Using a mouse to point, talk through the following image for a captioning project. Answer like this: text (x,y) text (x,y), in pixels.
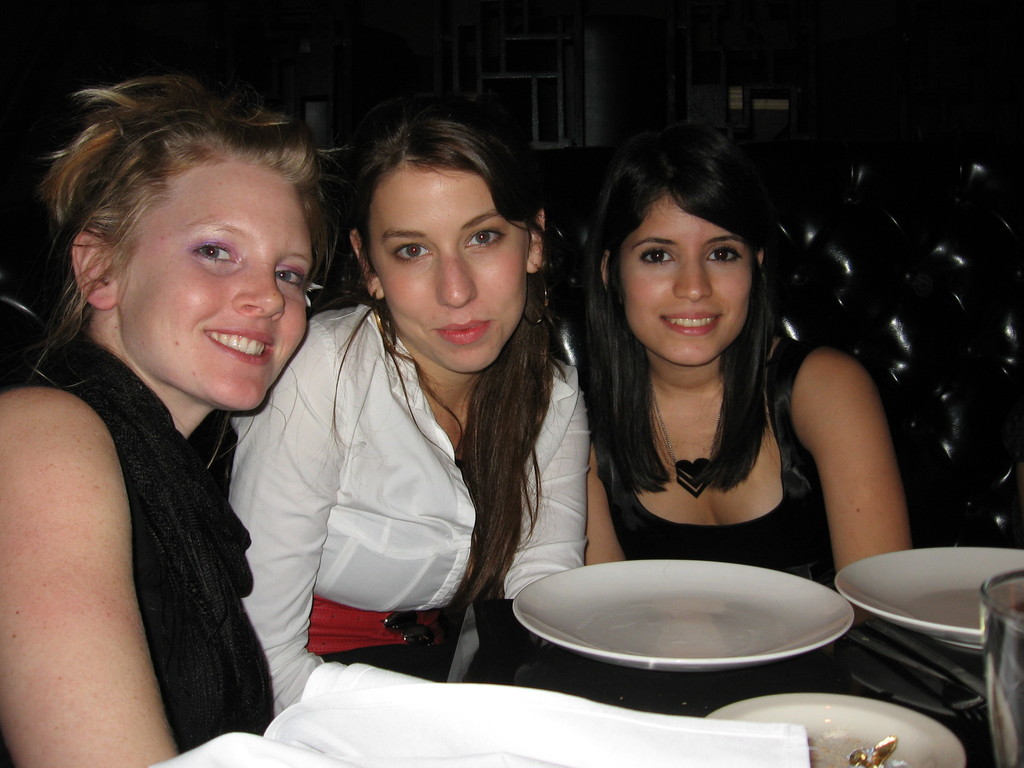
Left a beautiful girl (197,539) is sitting on the chair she wears a black color dress (153,575). She is smiling too in the middle (500,453) a girl (419,118) sitting she is wearing a good white colour dress (419,458) she is so hot in the right (786,386) a girl (768,242) is sitting she wears black color dress (815,514) there are plates (881,710) on this dining table (917,680).
